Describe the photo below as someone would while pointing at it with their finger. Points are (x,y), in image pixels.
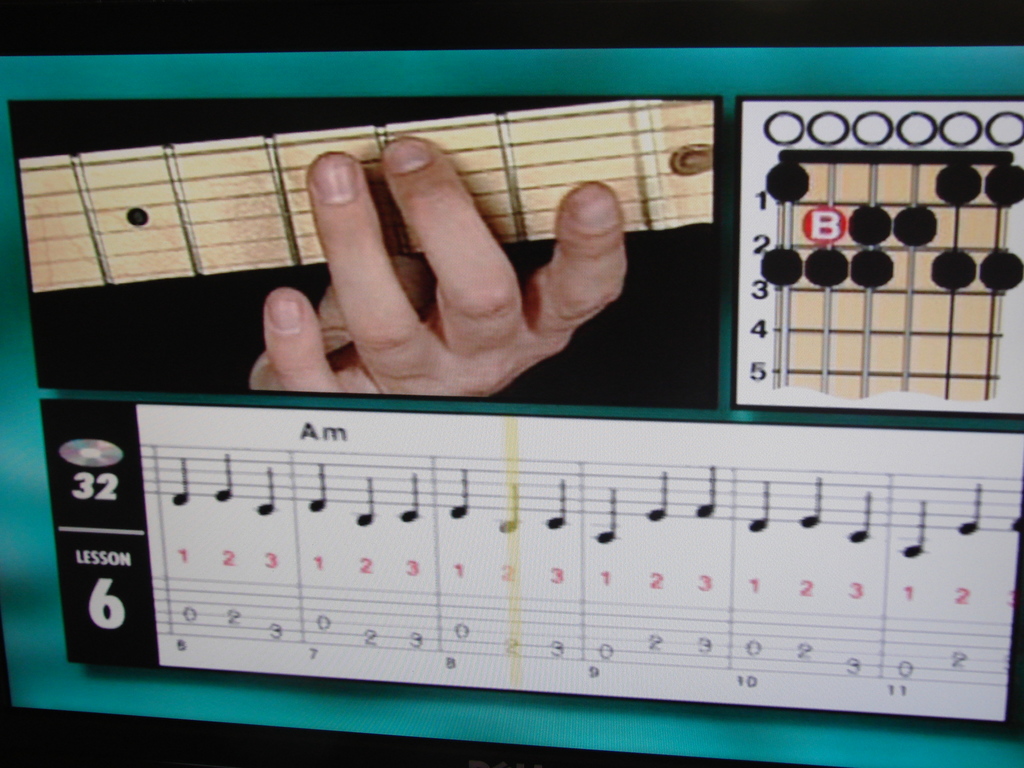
In this picture we can see the screen (421,414), hand (449,207) of a person (433,207), some text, numbers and musical notes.
